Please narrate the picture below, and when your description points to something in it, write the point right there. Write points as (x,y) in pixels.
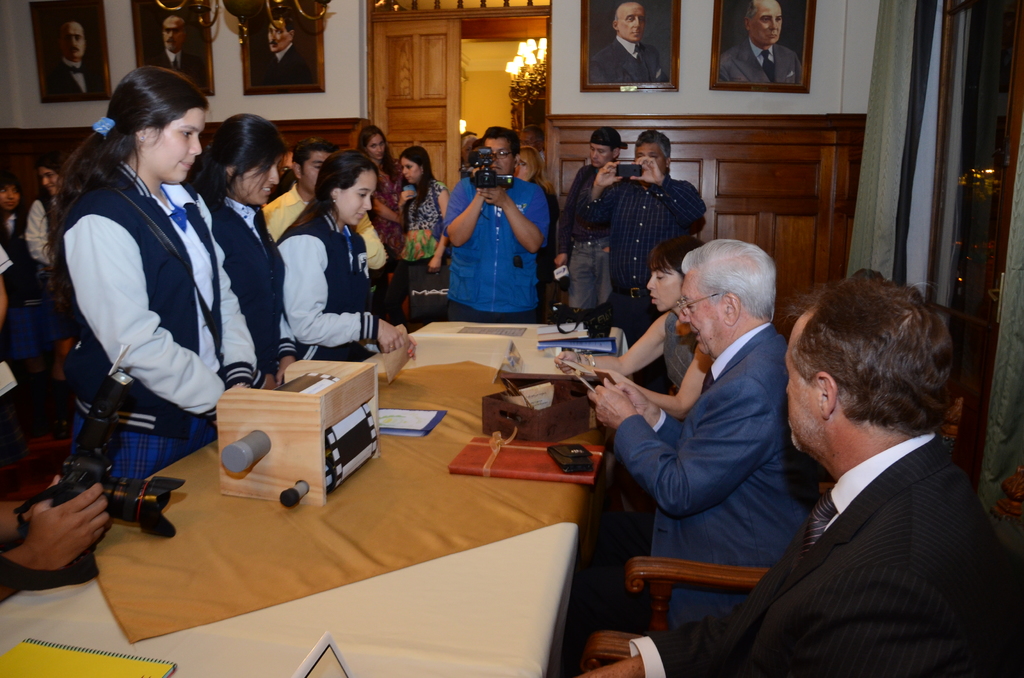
In this image i can see few people (476,213) some are standing and some are sitting there are few files (550,469), some papers (425,429) and a cardboard (317,423) on a table (407,507) at the back ground (650,27) i can see few frames (641,58) attached to a wall (573,74), a door (450,68) and a light (532,68).
